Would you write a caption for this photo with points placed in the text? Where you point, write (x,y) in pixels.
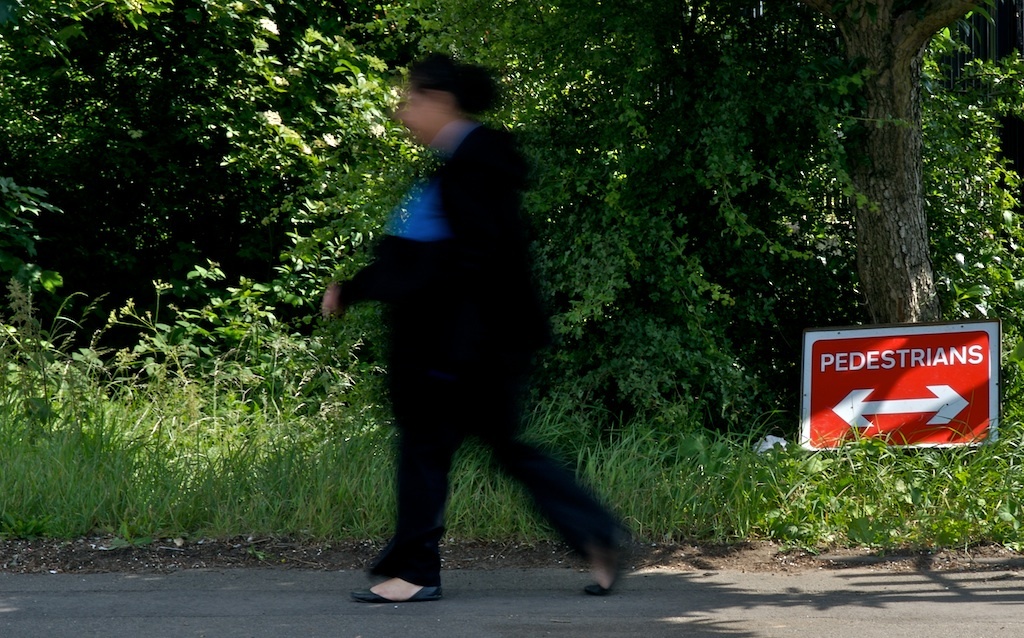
In the center of the image (431,286), we can see a person (460,364) walking on the road (473,619) and in the background (406,162), there are trees (648,100) and we can see a board (839,356).
